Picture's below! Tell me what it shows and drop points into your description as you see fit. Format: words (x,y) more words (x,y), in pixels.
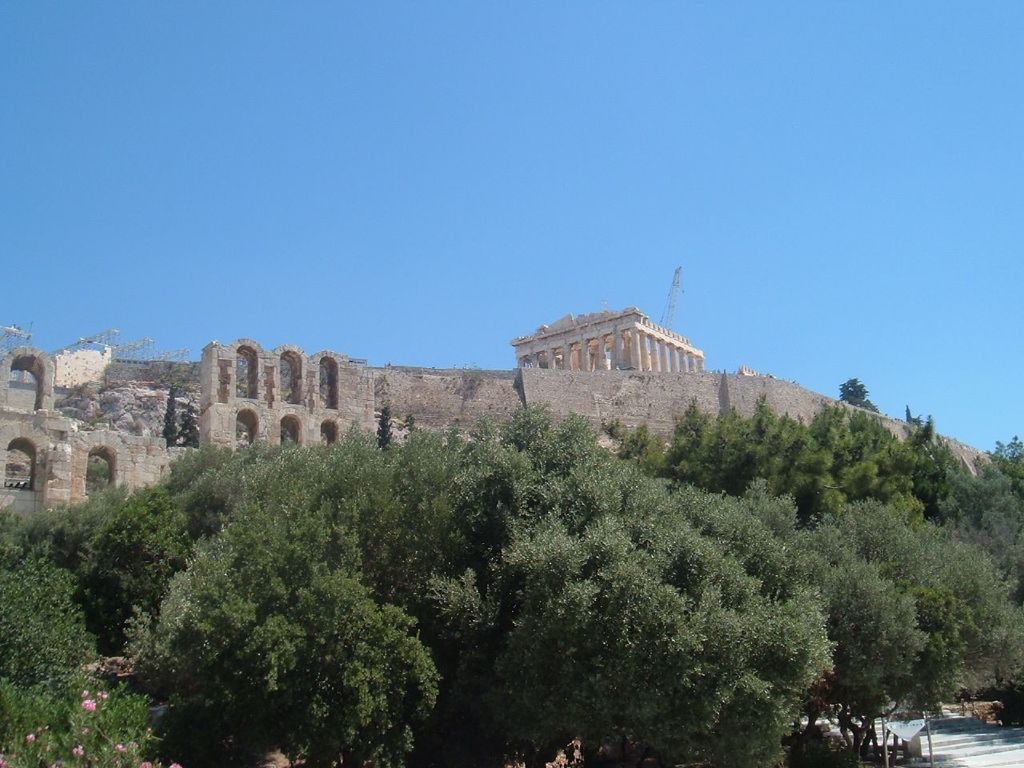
At the bottom of the picture (415,565), we see the trees (542,518) and a plant (106,700) which has pink flowers (95,696). In the right bottom (961,745), we see the staircase (967,723) and a board (893,734) or a banner (893,734) in white color. In the background (236,363), we see a tower (682,269) and the castle (252,400) or the fort (230,428). At the top (468,172), we see the sky (541,116), which is blue in color.
